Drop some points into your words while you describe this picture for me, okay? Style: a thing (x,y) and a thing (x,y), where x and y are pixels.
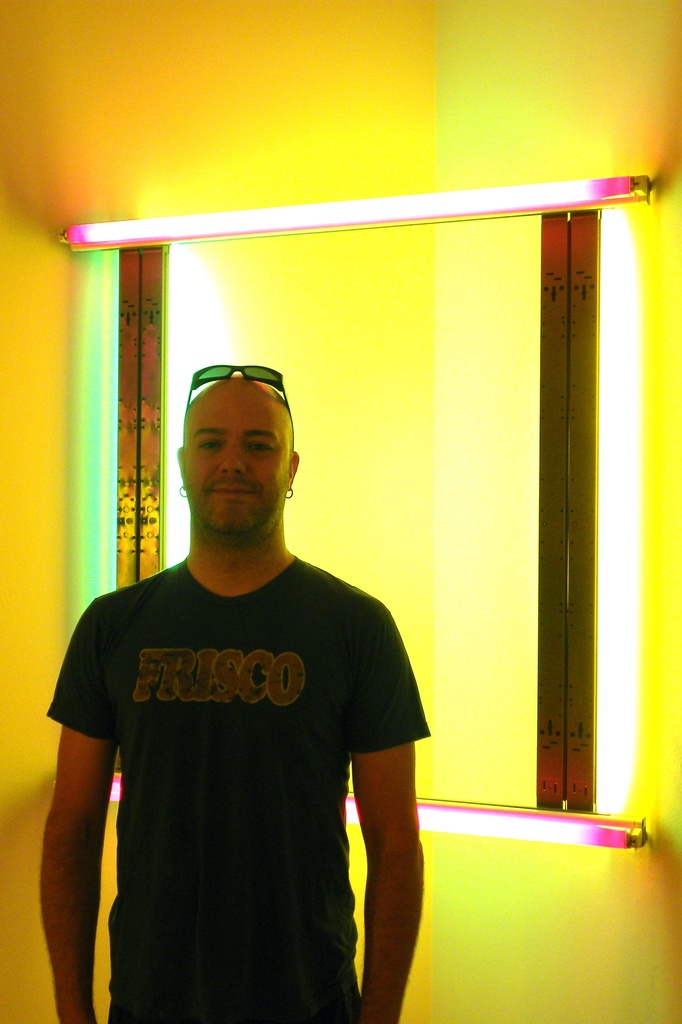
On the left side of the image (165,626) a man (169,574) is standing. In the background of the image (301,467) we can see a wall (382,338) and lights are present.
